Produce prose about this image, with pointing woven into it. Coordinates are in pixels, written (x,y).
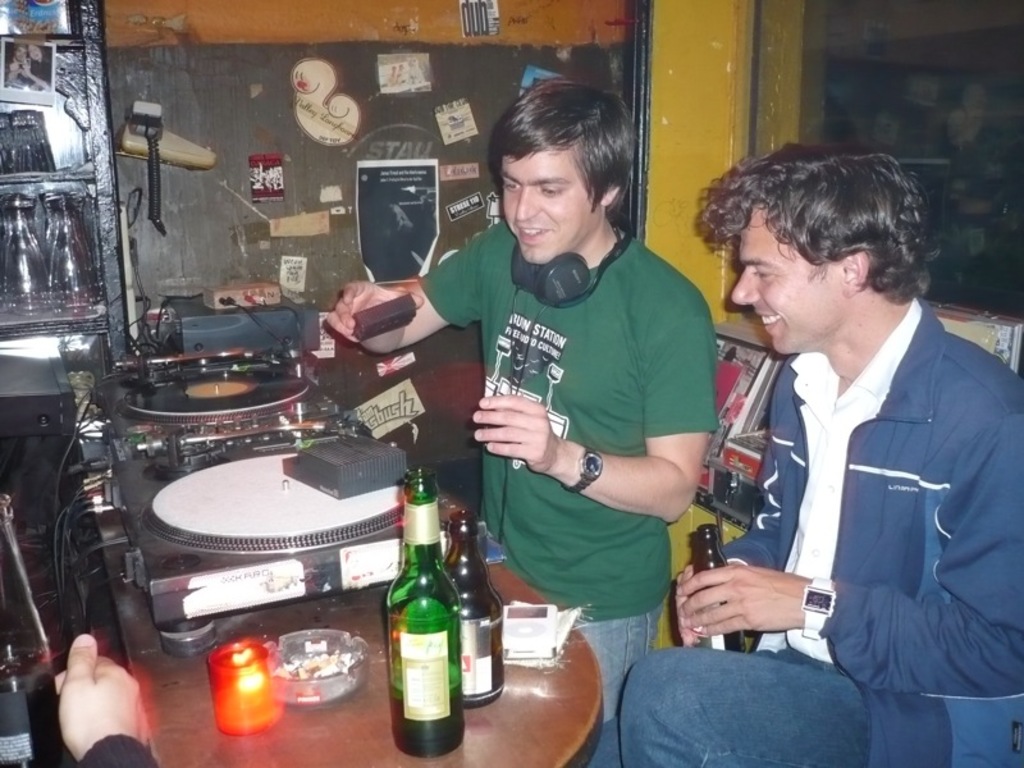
In this image I can see two people (659,543) where one man (708,597) is holding a bottle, here on this table (530,734) I can see few more bottle (395,646) and a musical setup (229,489). I can also see smile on their faces (521,221) and here a hand (68,692) of a person (81,721).
